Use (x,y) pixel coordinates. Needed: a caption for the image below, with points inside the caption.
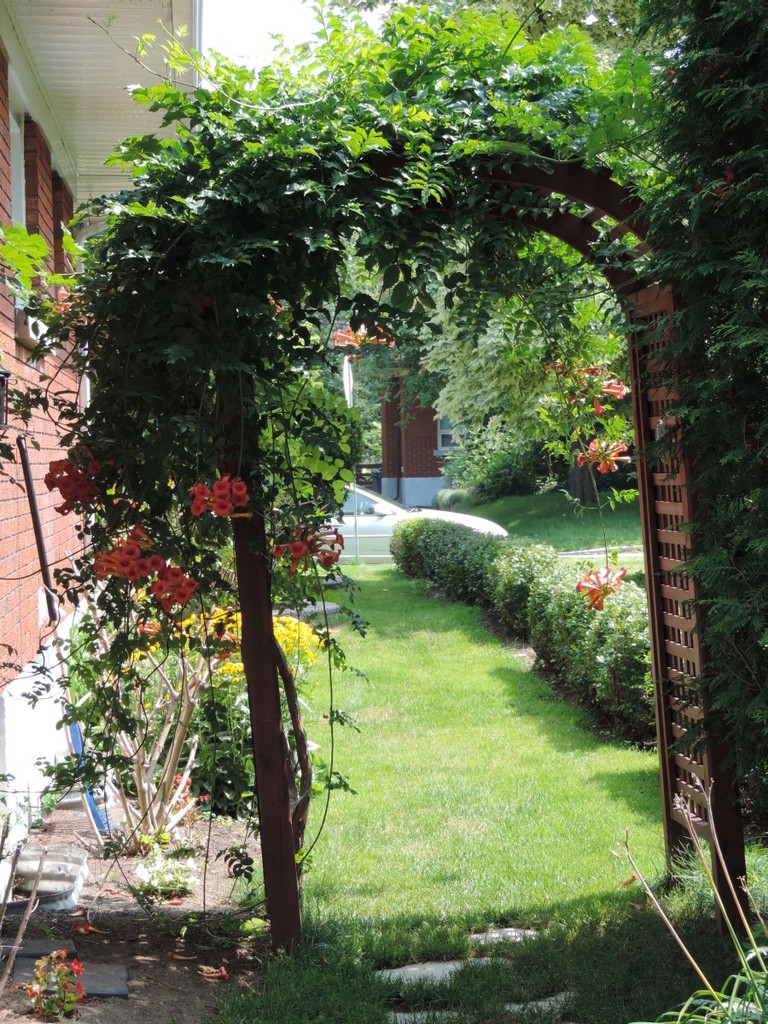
In the image there is an arch-shaped gate (656,523) with creepers (187,505) and flowers (170,583) to it. On the ground (325,720) there is grass (421,824). In the background (499,354) there are trees (500,366) and bushes (416,539). On the left side of the image (73,442) there is a building (84,128) with walls (21,386) and roofs (84,44). In the background (400,433) there is a car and also there are pillars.
